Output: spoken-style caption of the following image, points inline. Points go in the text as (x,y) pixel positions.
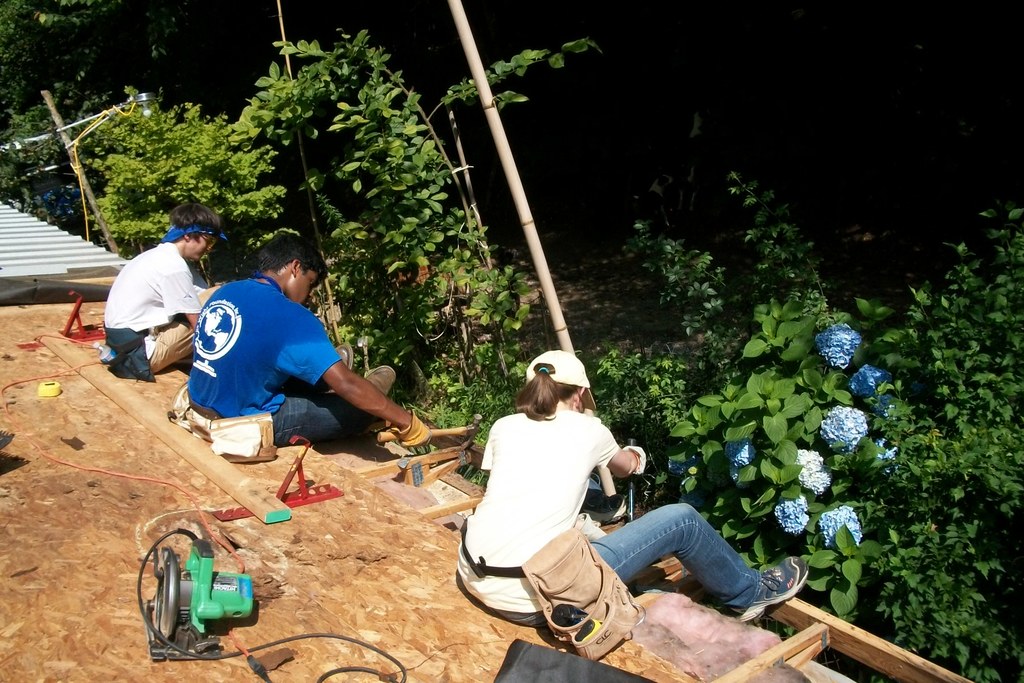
In the center of the pictures there are plants (658,412), flowers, people (566,411), bamboo sticks (471,42), hammers (459,433) and other objects (661,642). In the foreground (449,568) there is a wooden object (310,612) on the wooden object (20,508) there are machinery (180,579), tape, wooden log (204,468) and other objects (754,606). On the right (970,475) there are plants (976,343). On the left (28,79) there are plants (32,51) and a roof like object (25,272).
